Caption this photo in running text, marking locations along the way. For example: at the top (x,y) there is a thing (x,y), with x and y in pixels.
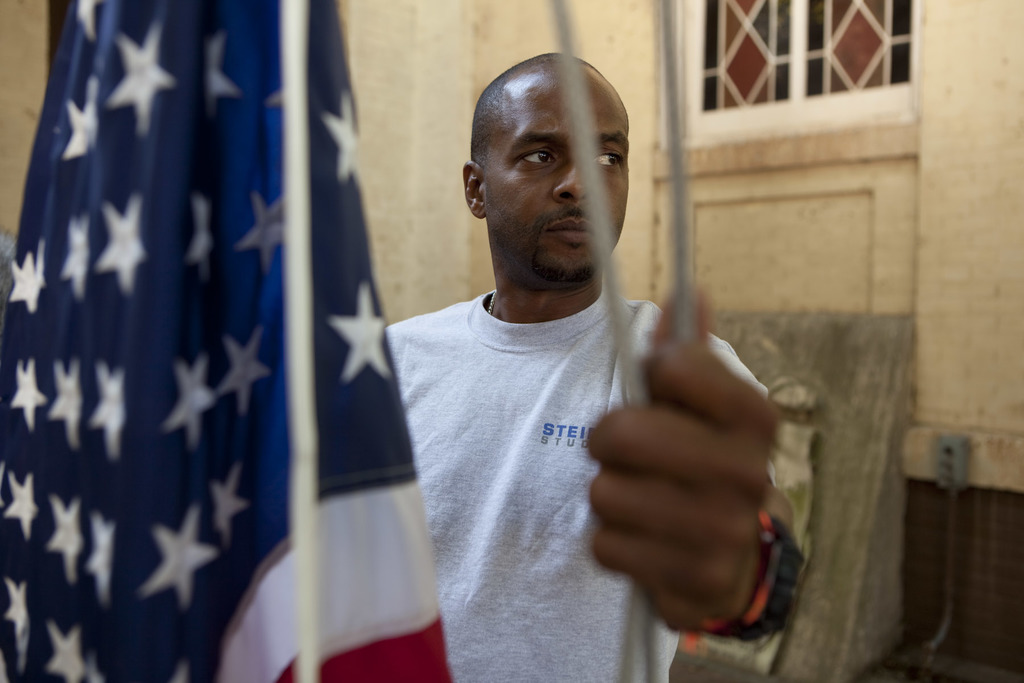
In this picture there is a man (497,428) with white t-shirt (456,493) is standing and holding the rope (601,211). On the left side of the image (131,297) there is a flag (173,616). At the back (439,106) there is a wall (439,106) and there is a wooden object (889,336) and there is an object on the wall (940,318).
